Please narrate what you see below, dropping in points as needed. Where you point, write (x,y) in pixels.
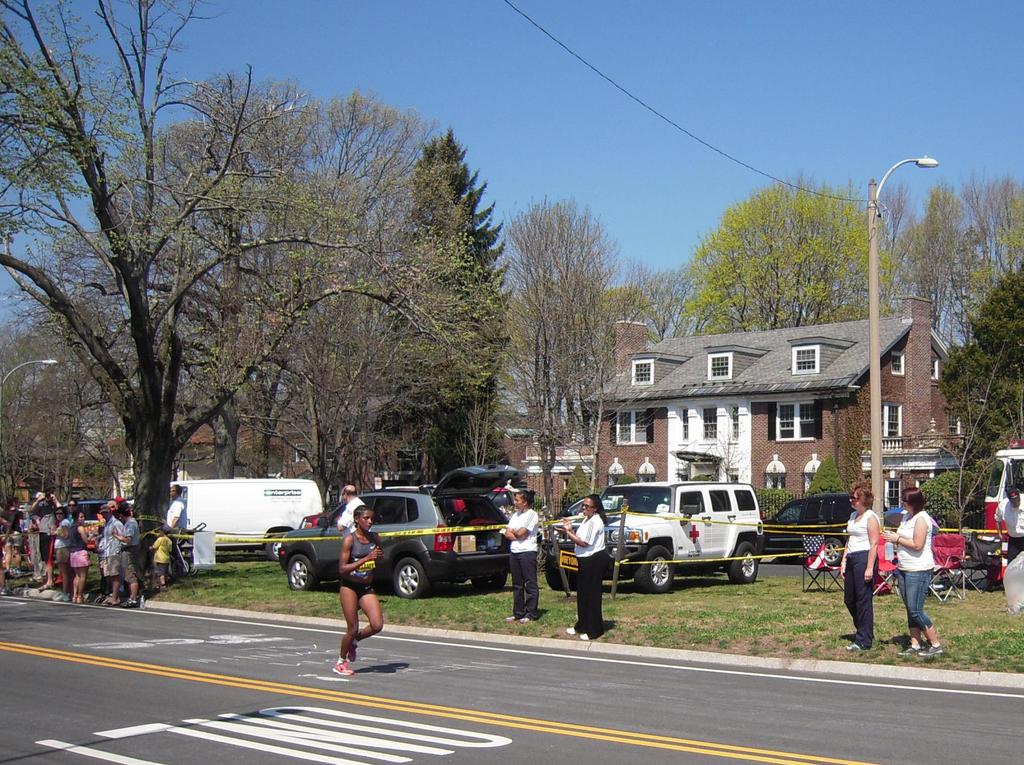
In this image I can see group of people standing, in front (357,672) the person (343,665) is running on the road (371,674). Background (659,518) I can see few vehicles (651,528), a building (724,469) in brown color, trees (408,251) in green color and a light pole (932,164) and the sky (712,113) is in blue color.
